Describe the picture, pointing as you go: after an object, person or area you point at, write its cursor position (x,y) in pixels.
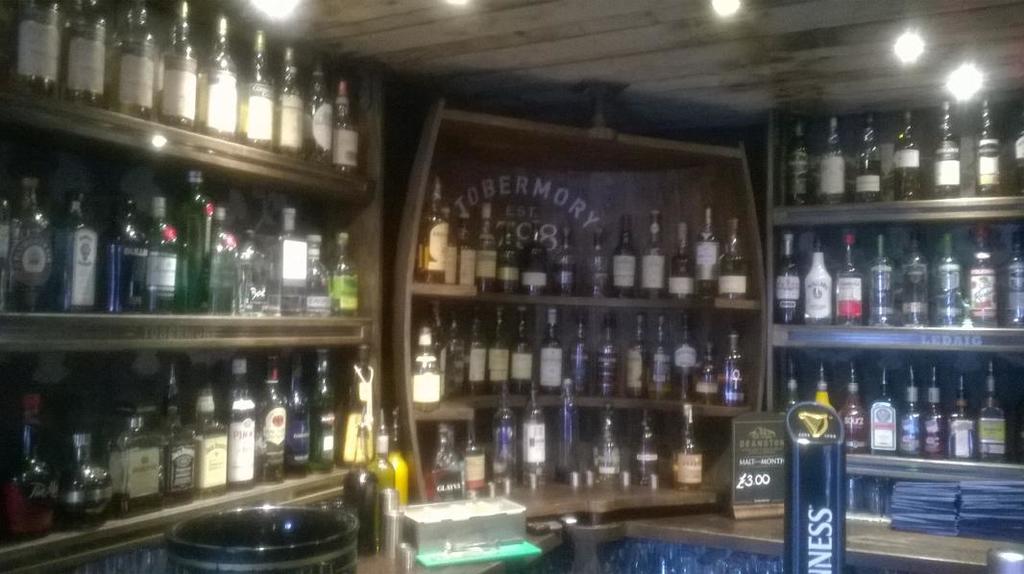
There are group of wine bottles (529,370) placed on a shelf table (166,331).
